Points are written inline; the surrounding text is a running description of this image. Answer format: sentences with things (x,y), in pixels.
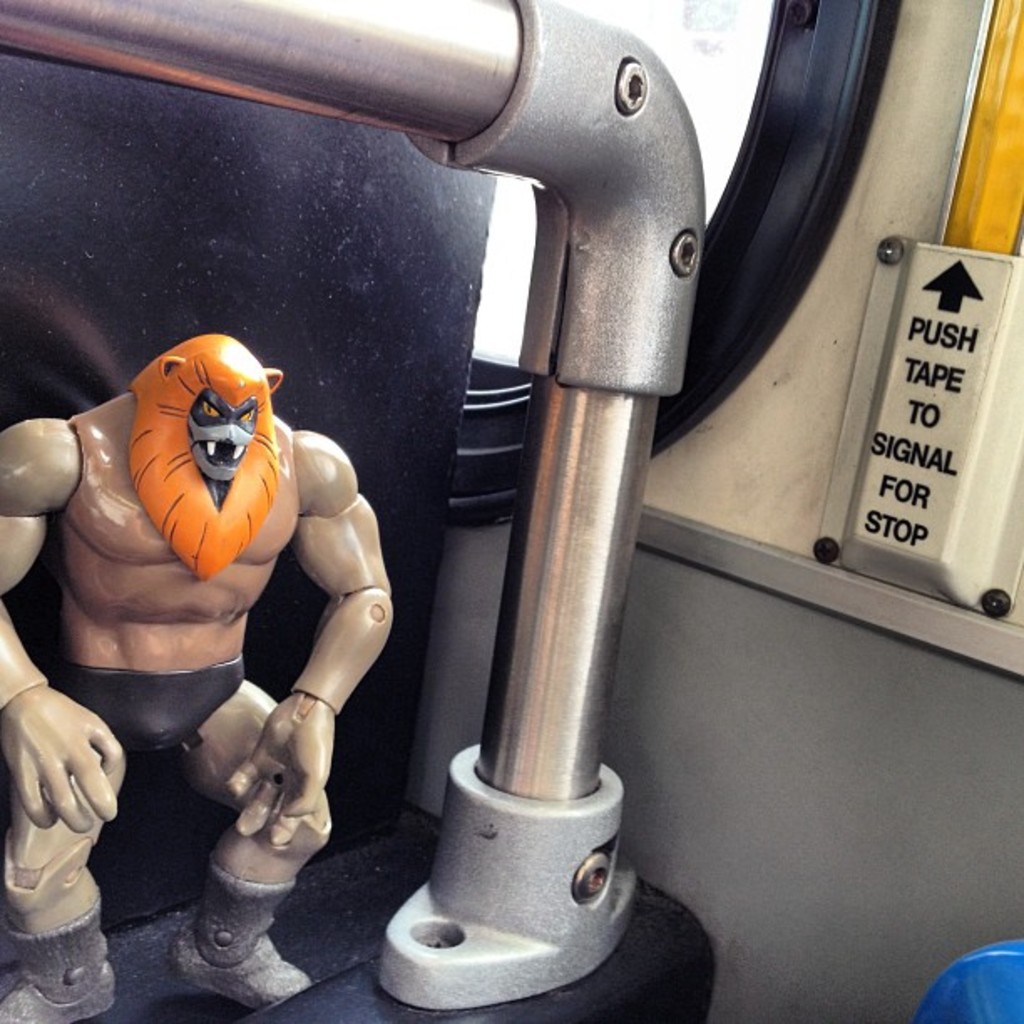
In this image in the front (188,623) there is a toy (179,632) which is on the black colour surface (171,805) and in the center (610,358) there is a pipe (599,231). On the right side (886,388) there is a button (927,377) with some text (927,377) written on it and in the background (709,88) there is a window (709,88).
